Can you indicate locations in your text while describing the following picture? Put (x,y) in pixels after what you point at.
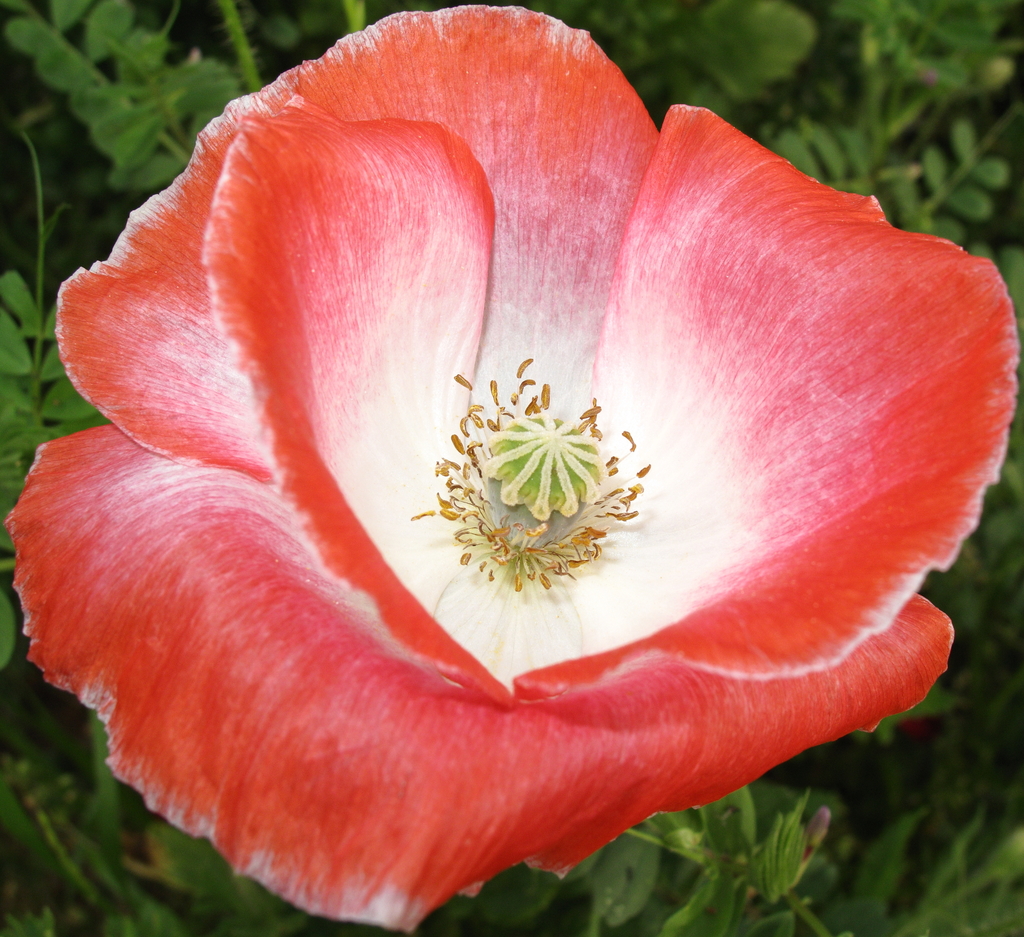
We can see flower (598,170) and green leaves (90,883).
